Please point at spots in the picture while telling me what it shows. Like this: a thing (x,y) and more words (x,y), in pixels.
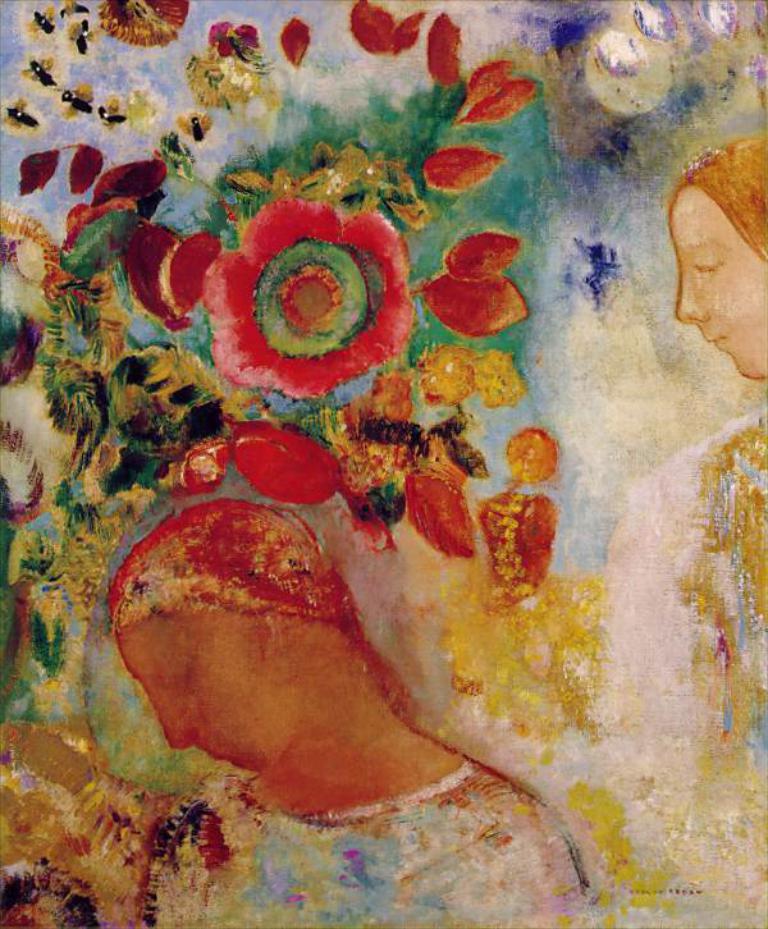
In this picture we can see a painting (371,487) of the persons (145,622), flower (257,243) and leaves (104,348).
